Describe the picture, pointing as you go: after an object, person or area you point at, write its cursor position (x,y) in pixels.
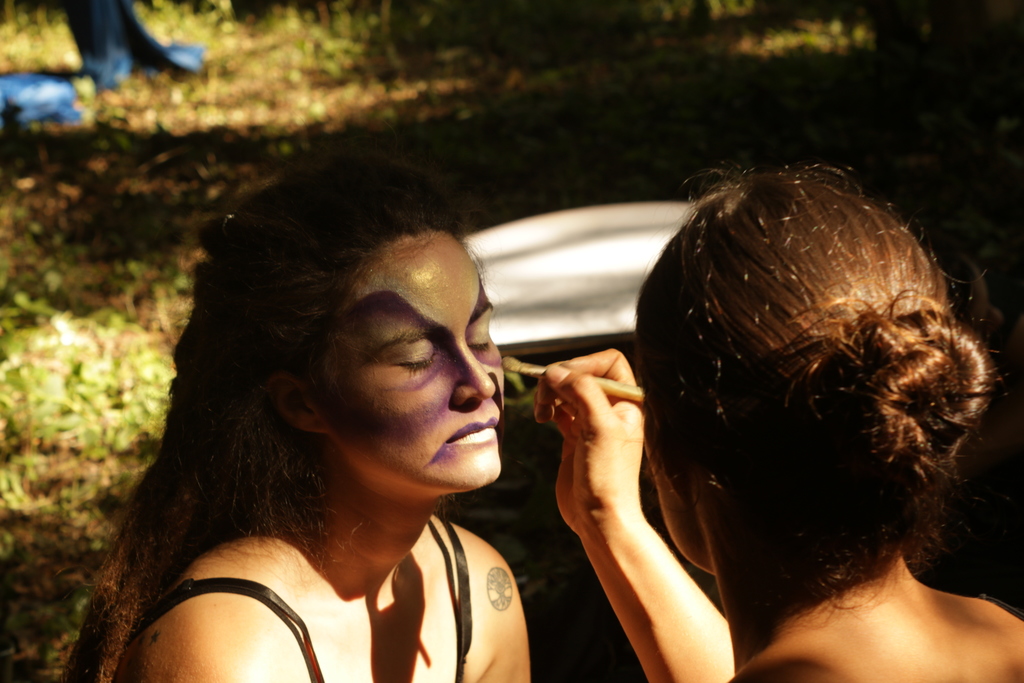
In this picture I can see 2 women (418,425) in front (315,312) and the women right is holding a brush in her hand (570,386) and I see the paint (415,388) on the face (390,309) of the woman (422,305) on the left (324,350) and in the background (66,451) I see the grass (54,446) and on the top left of this image (107,19) I see the blue color things (72,99).
